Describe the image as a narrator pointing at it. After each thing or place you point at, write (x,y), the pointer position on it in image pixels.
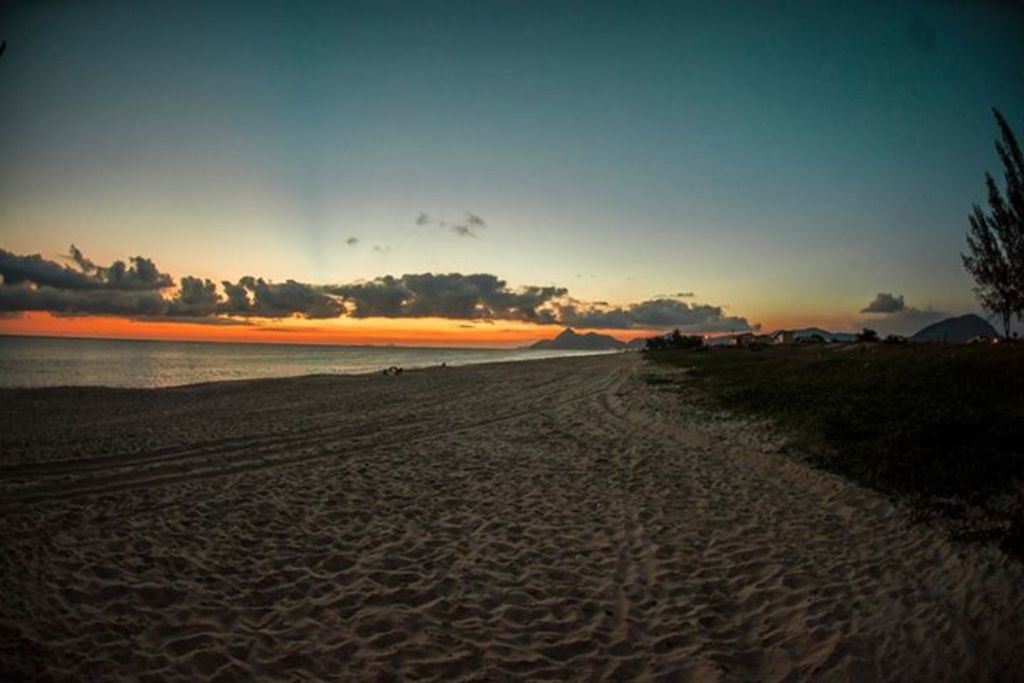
In the picture we can see a sand (480,545) which is white in color and besides it, we can see some grass surface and near to it, we can see some trees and on the other side of the sand (345,494) we can see water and in the background (526,317) we can see a sky (211,181) with clouds (228,293).
